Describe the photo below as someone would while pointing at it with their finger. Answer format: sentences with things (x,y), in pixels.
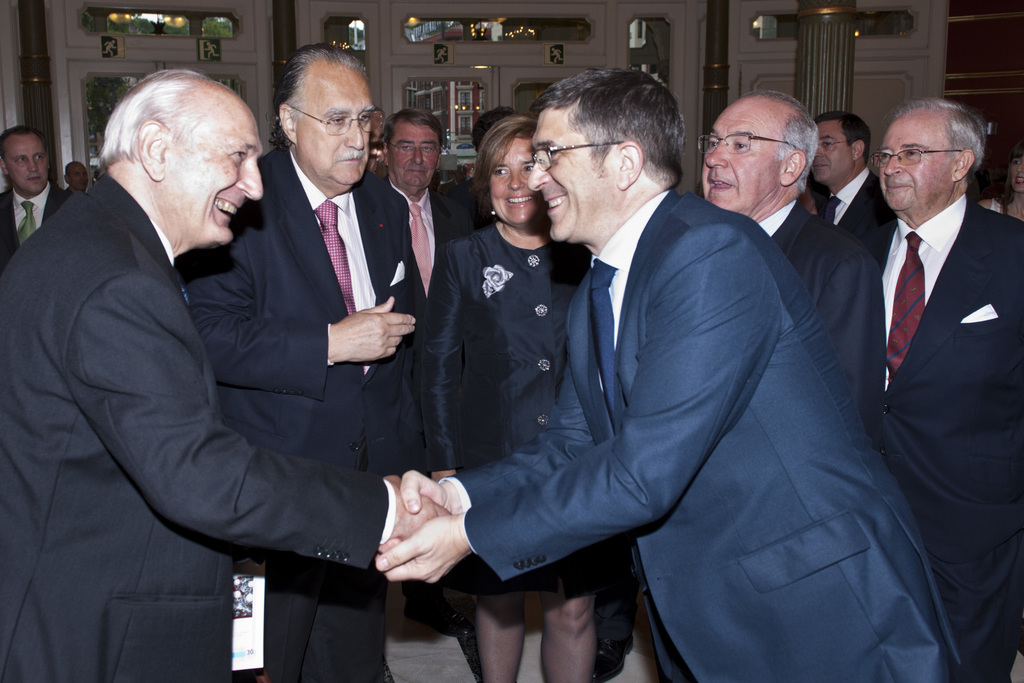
In this picture I can see two persons (642,441) standing and smiling by handshaking each other, there are group of people (340,74) standing, there are boards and some other objects (836,60).
